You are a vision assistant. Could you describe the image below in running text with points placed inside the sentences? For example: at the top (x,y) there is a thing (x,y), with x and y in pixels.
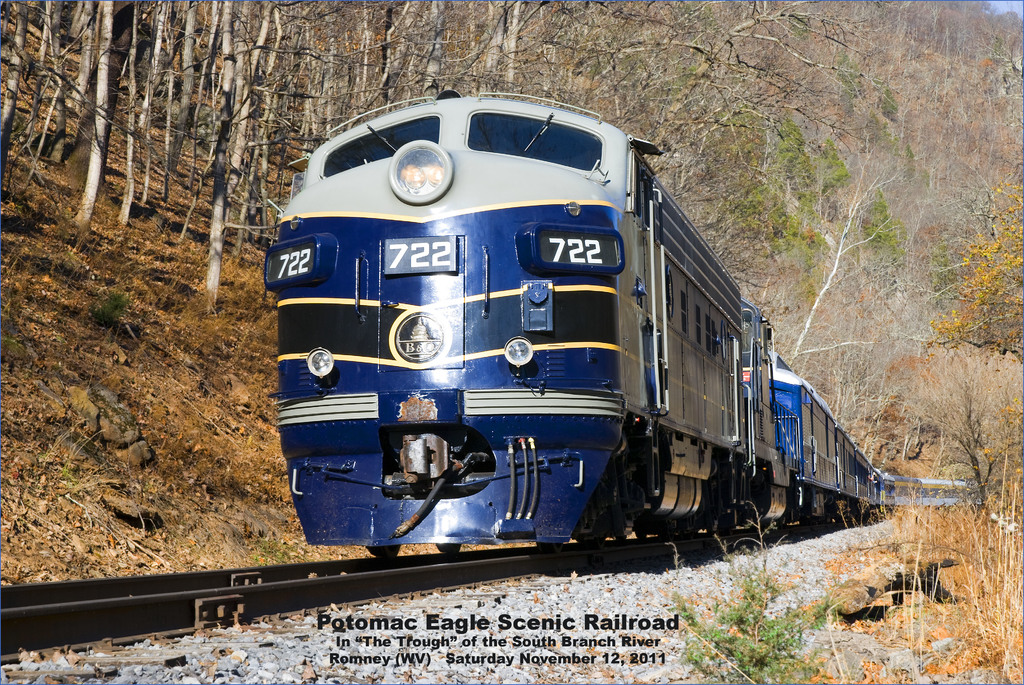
In this image, there is a train (589,522) on the track (449,581). At the bottom of the image (704,626), we can see some text (626,635), stones (820,555) and plants (728,644). In the background (99,421), there are so many trees (971,378), plants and stones (92,400).
